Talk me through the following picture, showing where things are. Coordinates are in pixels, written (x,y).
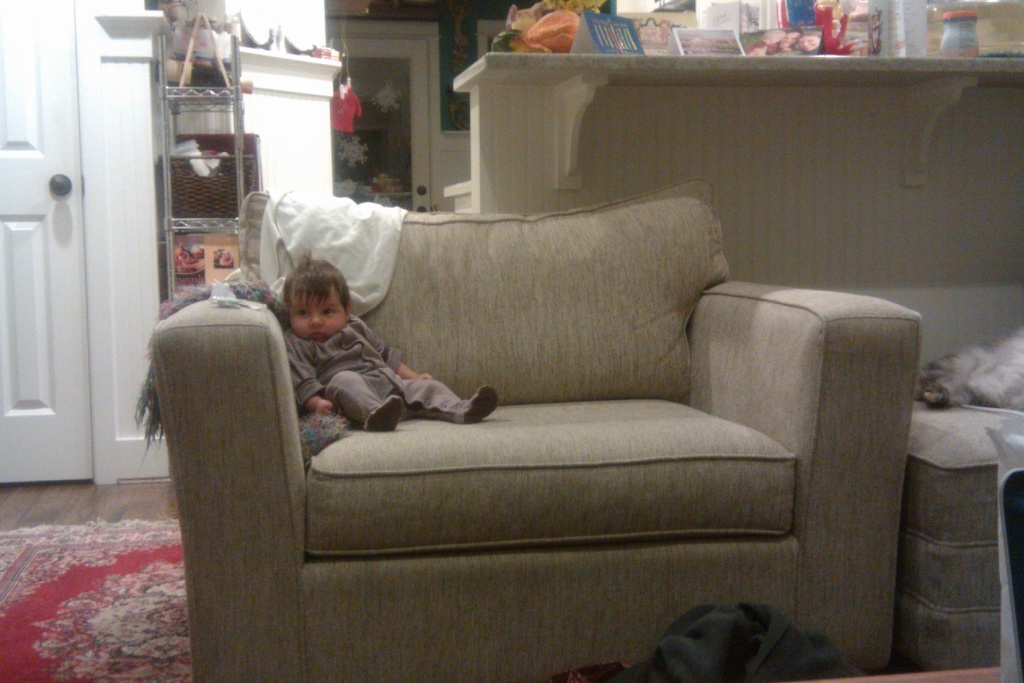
This picture is clicked inside the room (675,303). In the center (544,425) there is a sofa (534,447) and a boy (345,368) is sitting on the sofa (475,435). In the background (39,127) at the left side (80,189) there is a door (38,175) which is white in colour and stand (212,95). And at the right side (727,64) there is a table (708,107). On the floor (103,505) there is a red colour carpet (117,583).
